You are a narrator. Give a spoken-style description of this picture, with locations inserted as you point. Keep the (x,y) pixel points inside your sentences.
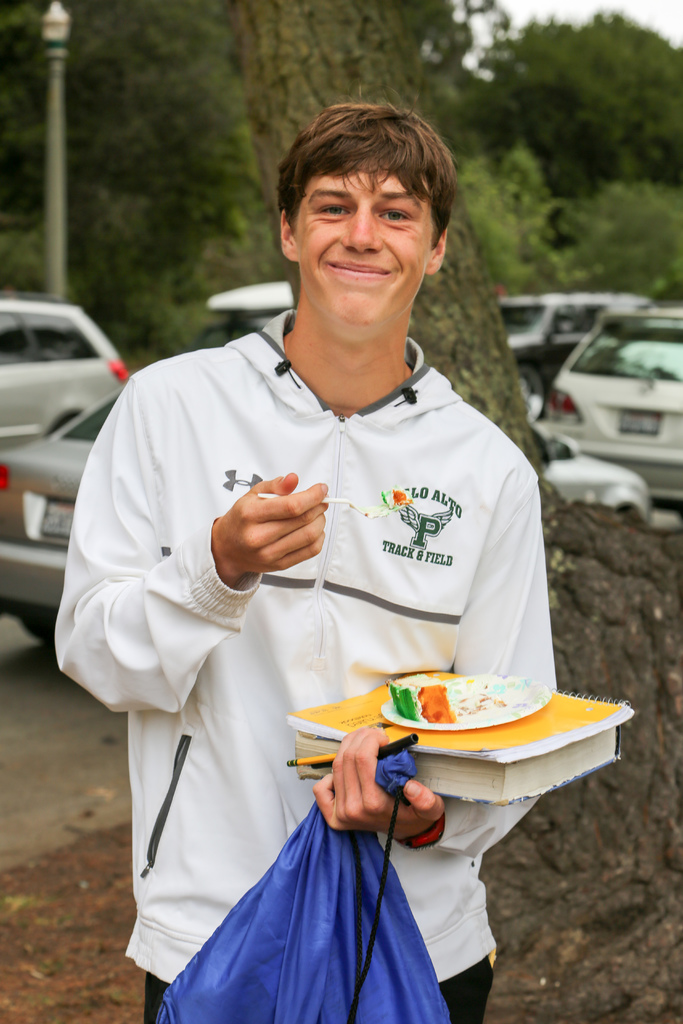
In this image in the foreground (282,493) there is one person (347,629) who is holding some books (493,781), and on the books (485,785) there is a plate (511,694). And in the plate (489,694) there is some food item (442,685), and he is holding a fork (331,501) and smiling. And in the background (515,320) there are some vehicles (93,343), trees (89,251), pole (47,221). And at bottom (69,882) there is sand (73,880) and walkway (69,823).
